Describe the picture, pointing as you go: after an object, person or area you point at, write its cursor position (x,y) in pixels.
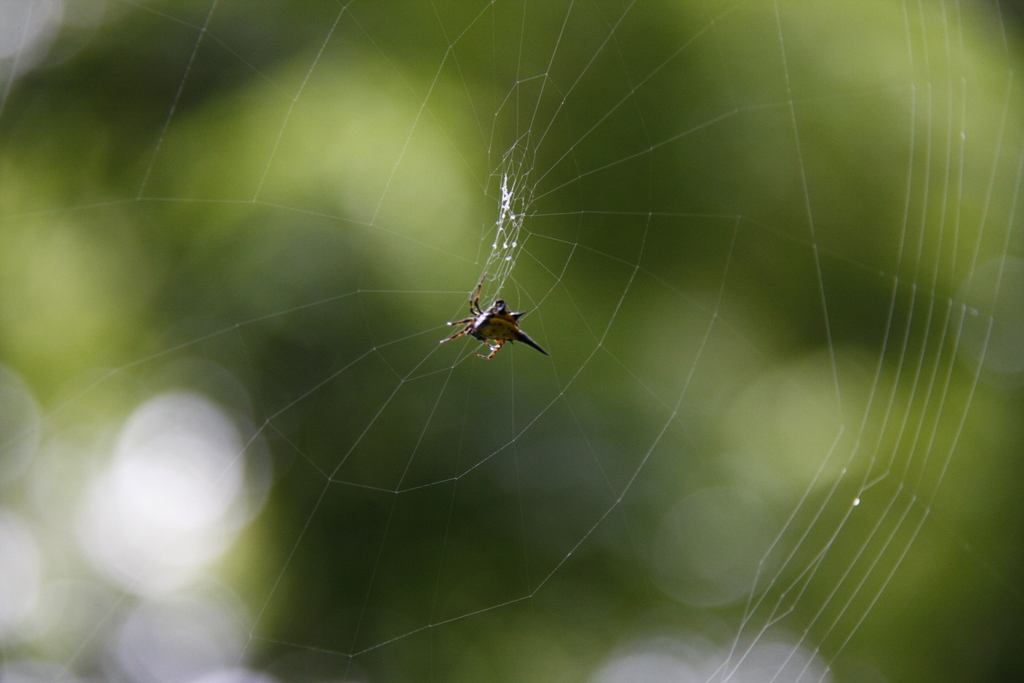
In this picture we can see an insect (490,307) on the web (574,231).
